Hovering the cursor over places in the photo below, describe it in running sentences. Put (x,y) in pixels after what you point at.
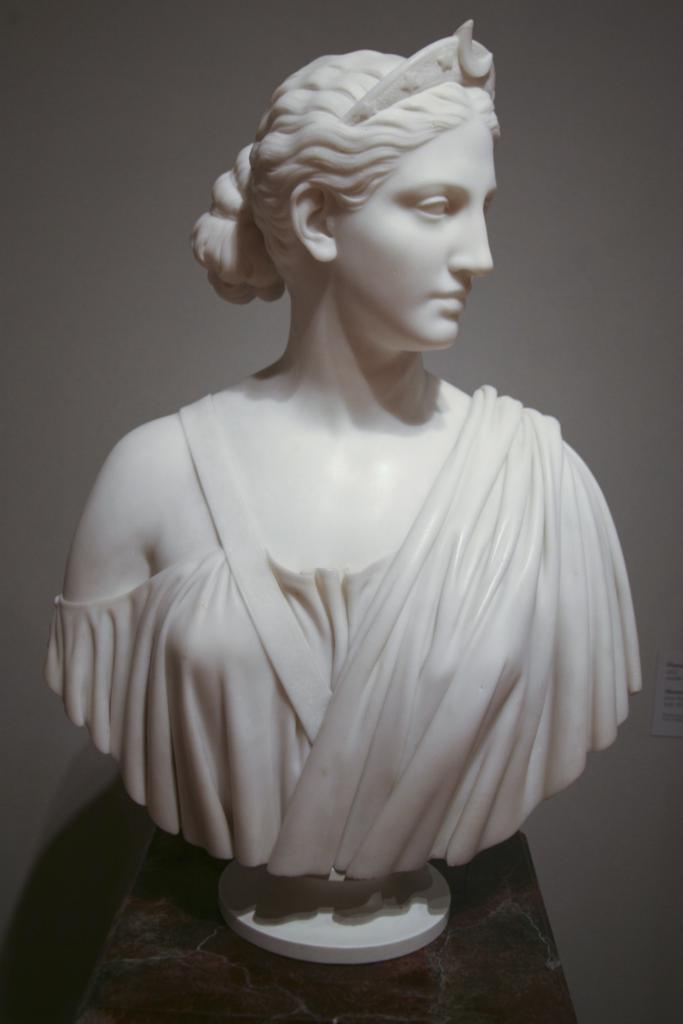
In the foreground of this image (321,83), there is a sculpture (362,513) on the stone surface (457,981) and a grey wall (556,244) in the background (25,637).
